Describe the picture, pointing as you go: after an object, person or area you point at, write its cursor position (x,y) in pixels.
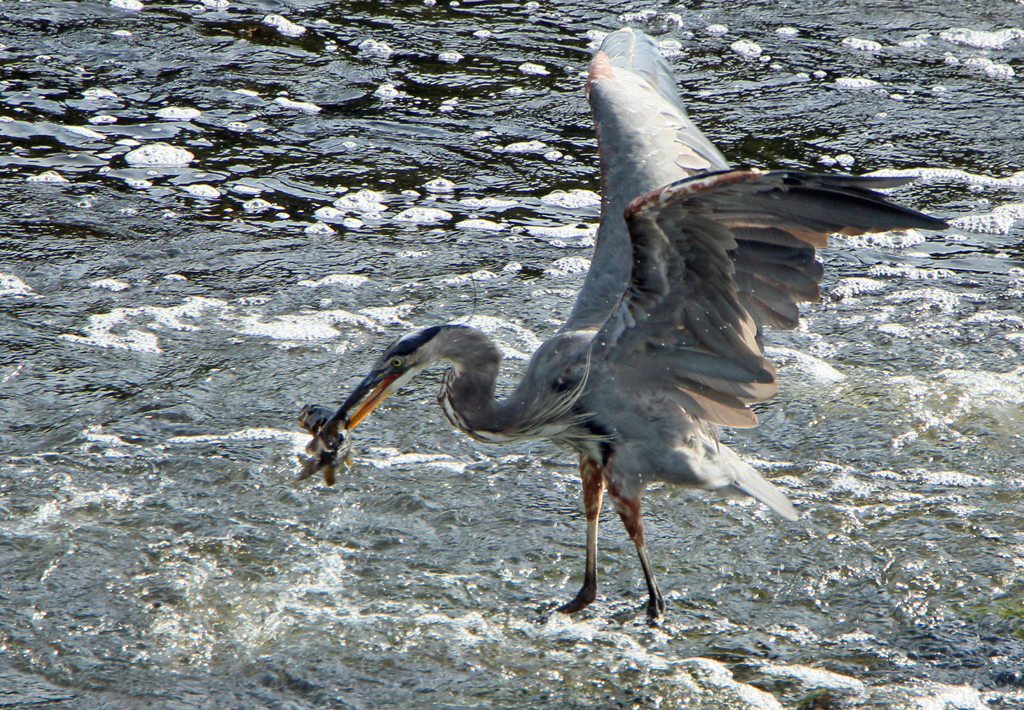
In the center of the image (629,380) we can see a heron (678,334) holding a fish (335,450) with its mouth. At the bottom (325,516) there is a river (610,617).
